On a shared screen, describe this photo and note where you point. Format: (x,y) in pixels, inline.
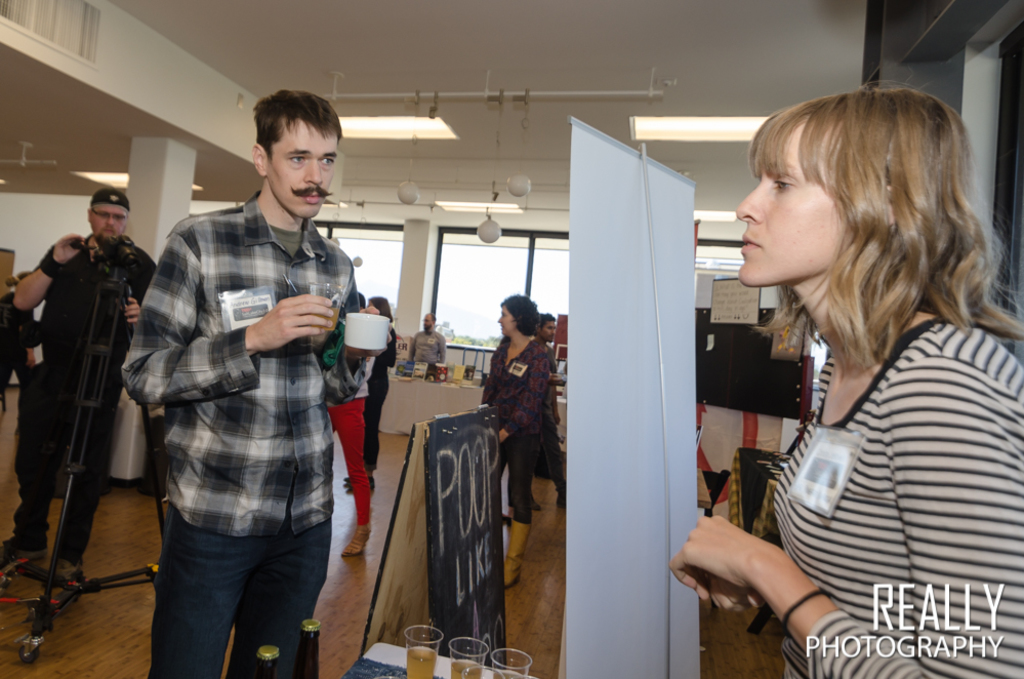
In this image I can see few persons (268,400) are standing on the floor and they are holding few objects (362,342) in their hands (292,321). I can see a board (473,503), a banner (613,488) and in the background (504,39) I can see a pillar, the ceiling (500,54), few lights (448,137) to the ceiling (500,54), the wall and the glass window (371,270) through which I can see few trees (459,337) and the sky (463,276).
